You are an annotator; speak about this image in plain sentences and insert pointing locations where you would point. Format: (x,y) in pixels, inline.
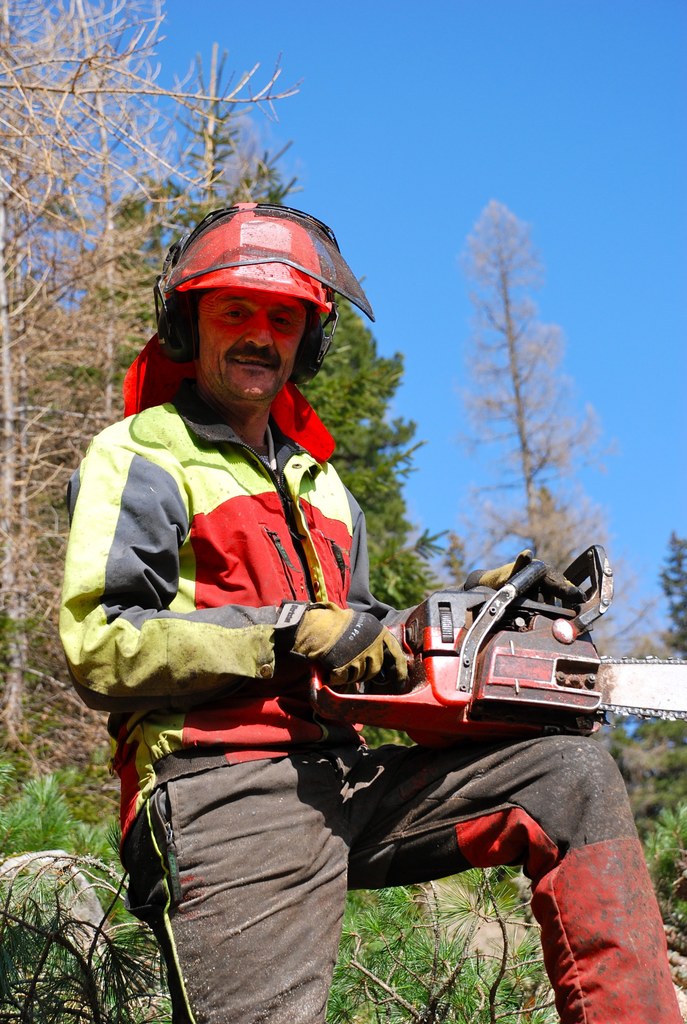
In this image in the foreground (237,495) there is one person (246,564) who is wearing a helmet (211,276), and he is holding some object (533,635). And in the background (383,541) there are some trees (132,245) and plants (505,898), at the top (424,97) there is sky (436,118).
